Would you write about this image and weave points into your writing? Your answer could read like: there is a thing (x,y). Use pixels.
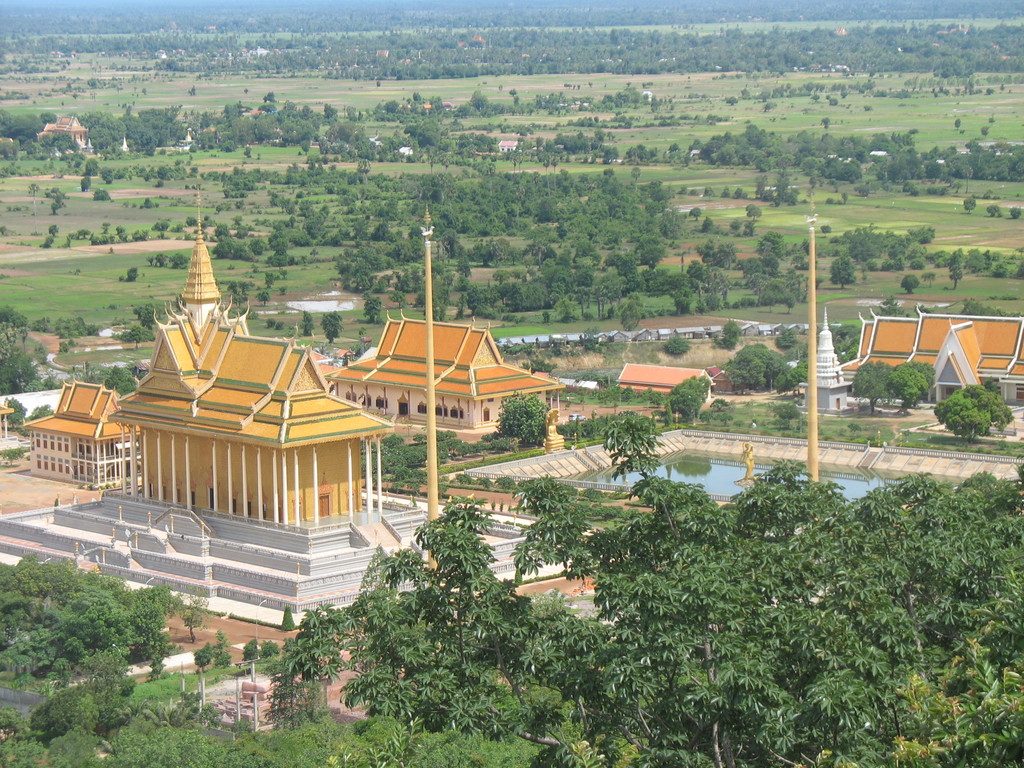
In this image we can see ancient architecture (217,361), poles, water (792,468), trees (710,639), plants (354,739), houses (508,146), and ground (288,253).
